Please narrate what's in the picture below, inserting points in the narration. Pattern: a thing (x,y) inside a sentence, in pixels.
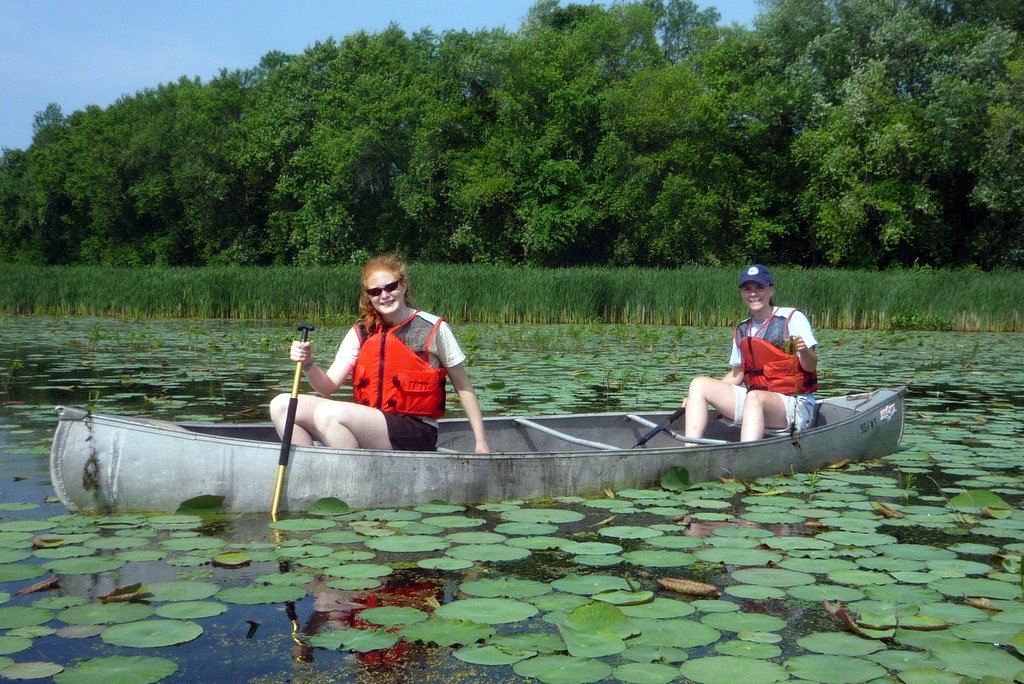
In this image I can see two persons (356,423) sitting in the boat (658,452) and the persons (745,417) are wearing red color jacket (404,378) and holding two sticks (284,464), background (664,297) I can see trees (648,148) and grass (677,282) in green color and the sky (120,80) is in blue color.
